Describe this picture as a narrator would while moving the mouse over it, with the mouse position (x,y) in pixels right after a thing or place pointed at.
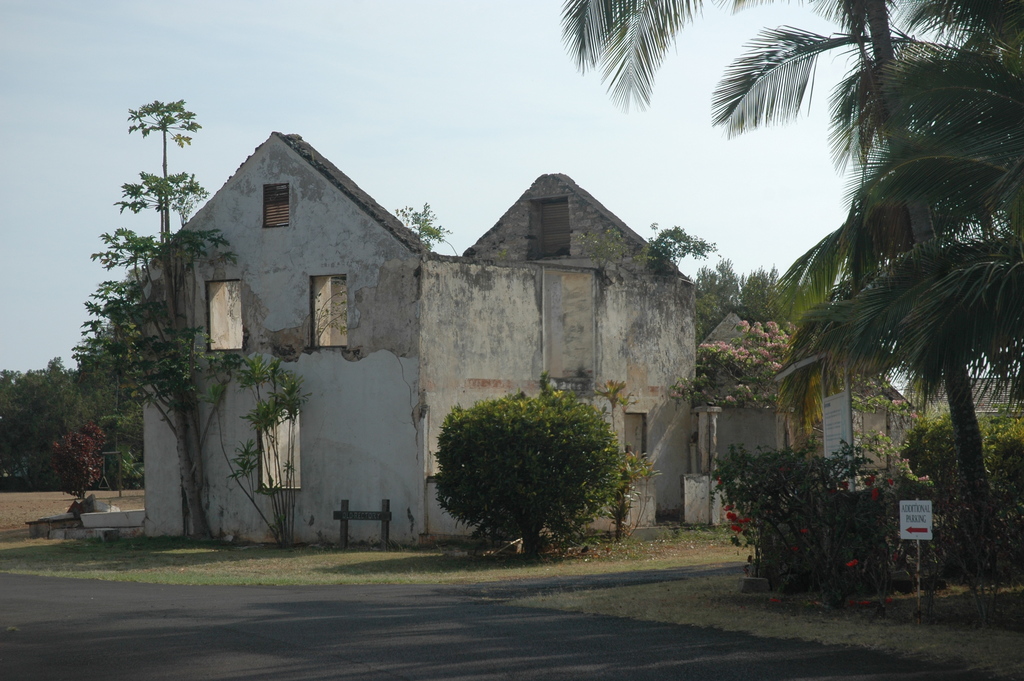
In the picture I can see the houses (381,438). I can see the road (178,595) at the bottom of the picture (356,633). There are trees (175,337) on the left side (108,429) and the right side (936,354). There are clouds (354,111) in the sky (413,171).
